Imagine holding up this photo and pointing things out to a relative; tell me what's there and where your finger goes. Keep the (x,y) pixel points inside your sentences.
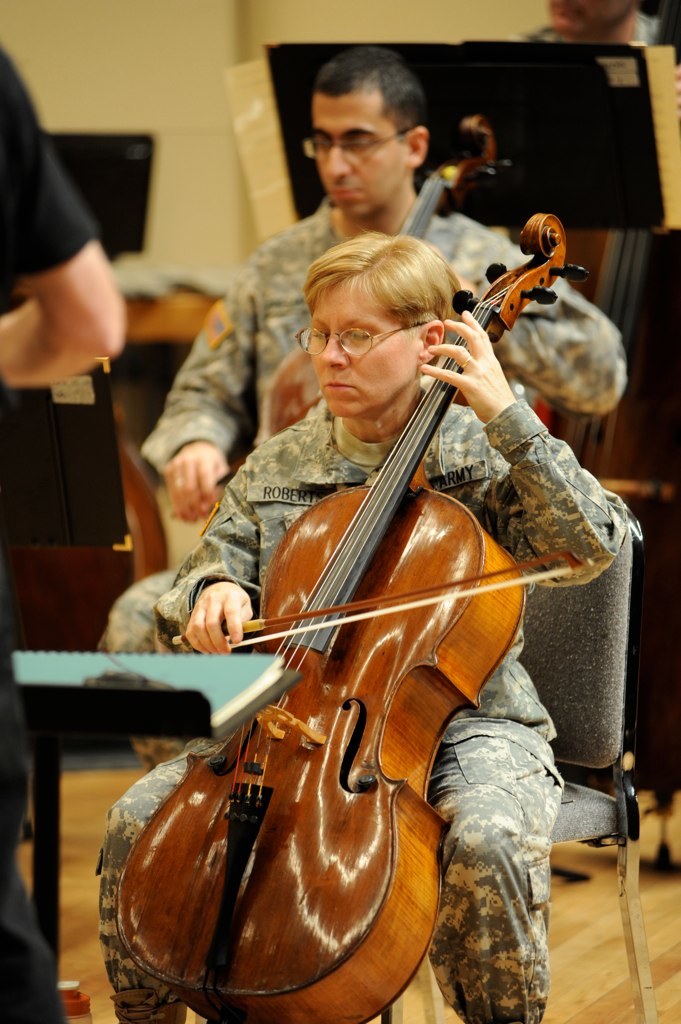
This picture shows two people (526,442) seated on chairs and playing cello (455,542) and a person (27,257) standing.
